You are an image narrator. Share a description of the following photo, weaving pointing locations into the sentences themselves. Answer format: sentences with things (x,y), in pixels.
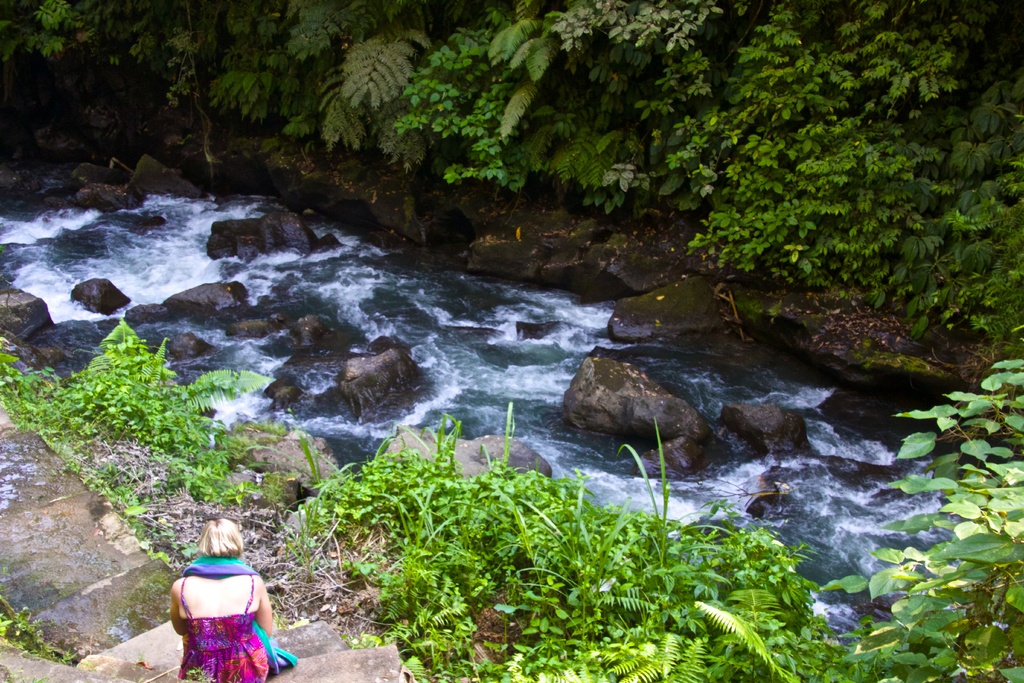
In this image I can see water (477,340), few stones (17,337), grass (180,445), number of trees (467,153) and here I can see a woman (273,665) is sitting. I can see she is wearing colourful dress (217,647).
